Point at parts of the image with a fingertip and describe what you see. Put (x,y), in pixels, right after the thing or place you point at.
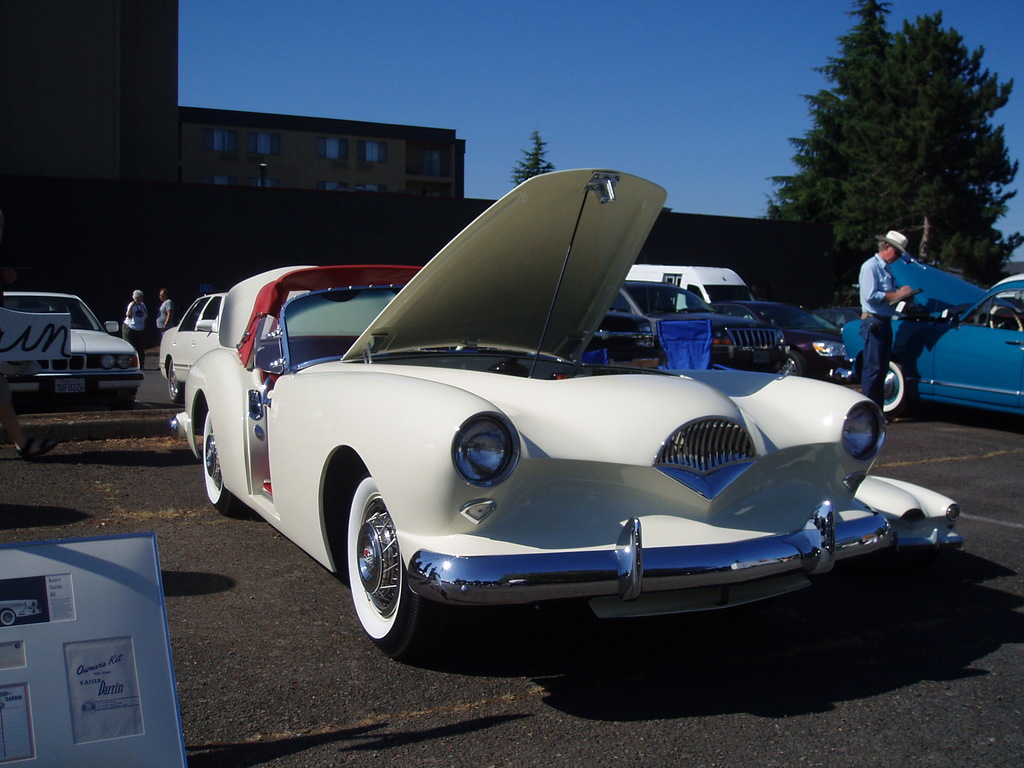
As we can see in the image there are white color cars (558,391), few people (888,316), buildings (746,238) and trees (883,170). At the top (552,93) there is sky (552,93) and the image is little dark.
